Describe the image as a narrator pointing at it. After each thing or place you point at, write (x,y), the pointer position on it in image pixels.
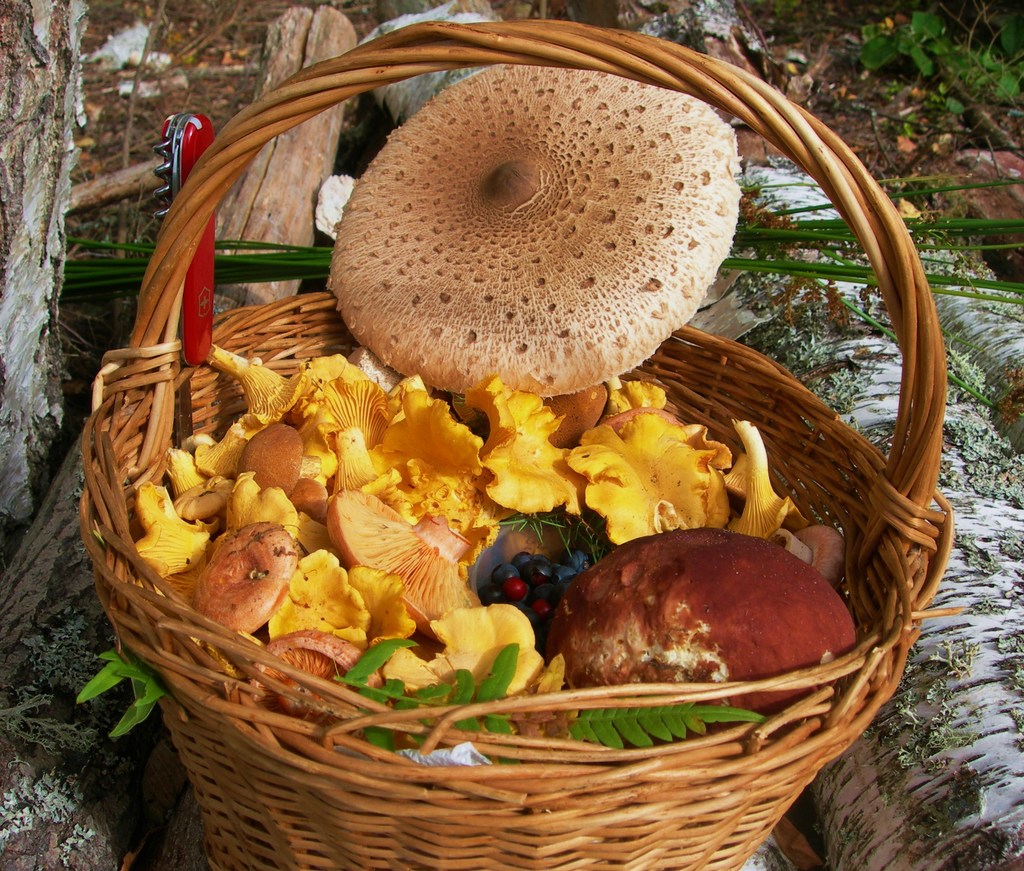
Here in this picture we can see number of mushrooms (446,433) and berries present in a basket (462,806), which is present on the logs (872,837) of the tree (270,285) present on the ground (987,115) and we can see the ground (948,146) is fully covered with grass (272,267) and plants (961,104).
